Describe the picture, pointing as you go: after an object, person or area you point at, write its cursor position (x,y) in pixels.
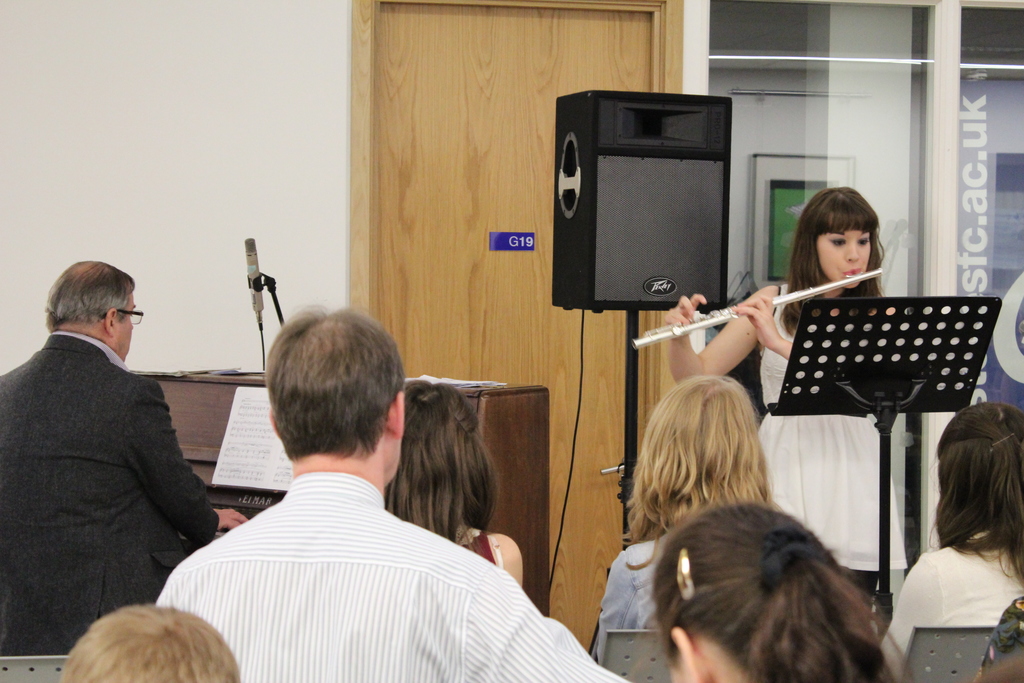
As we can see in the image there is a white color wall (207,202), door (430,185), sound box (636,193) and few people (679,456) sitting here and there and the woman (732,338) is playing musical instrument (839,283).
